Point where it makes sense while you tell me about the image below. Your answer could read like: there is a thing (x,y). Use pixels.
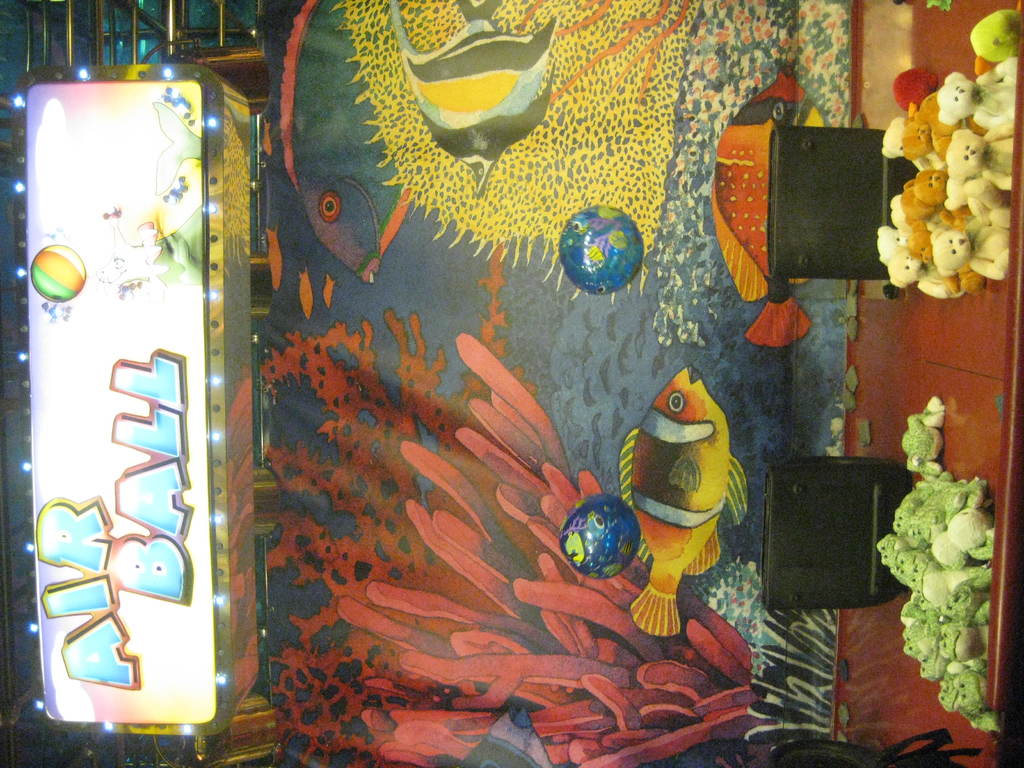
In the middle of the image (516,356) there is a wall (568,429) with paintings (631,607) of fishes (449,131) and marine creatures (449,131) on it. On the left side of the image (150,378) there is an electric board (136,598) with a text (144,498) on it. There are many lights (163,77). On the right side of the image (893,562) there are many toys (910,507) on the floor (922,49).
